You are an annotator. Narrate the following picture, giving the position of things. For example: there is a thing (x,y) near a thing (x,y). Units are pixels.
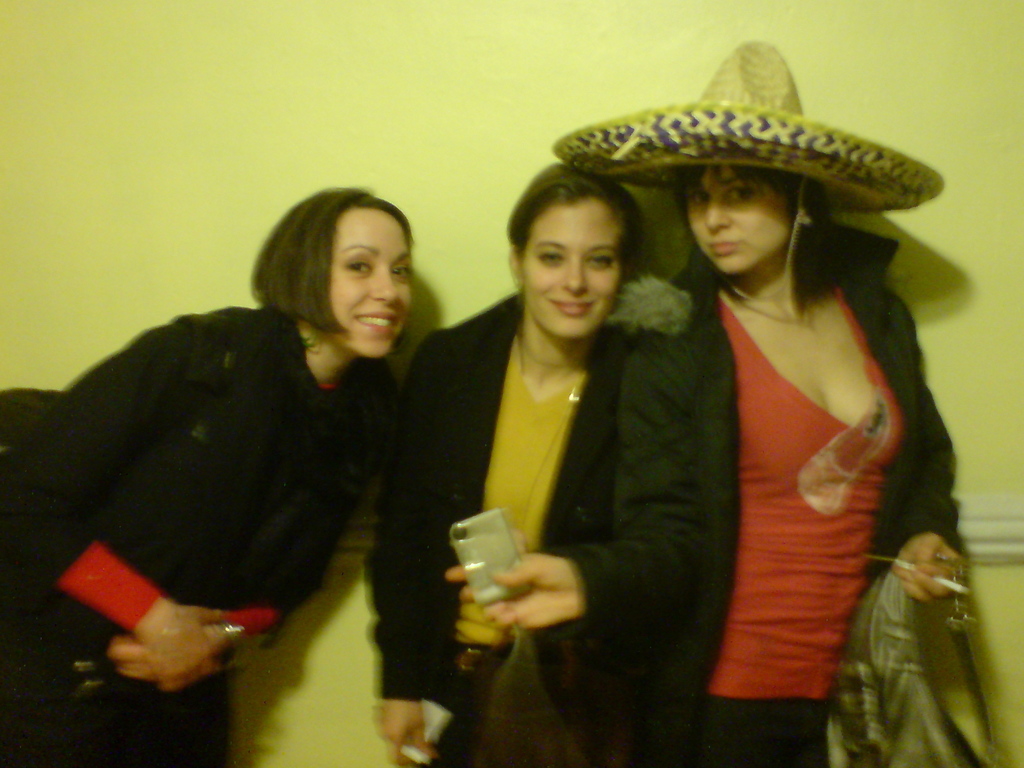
In the picture I can see a woman (255,609) wearing a black color dress (215,578) is smiling and is standing on the left side of the image (197,543), here we can see another woman (570,440) wearing a black color dress (479,455) is standing next to her and smiling. Here we can see another woman (799,400) wearing black jacket (906,378) red color dress (804,551), that is holding an object (900,718) in her hands (934,565) and standing on the right side of the image (768,636). In the background (965,254), we can see the wall (36,249) and this picture is slightly blurred.
